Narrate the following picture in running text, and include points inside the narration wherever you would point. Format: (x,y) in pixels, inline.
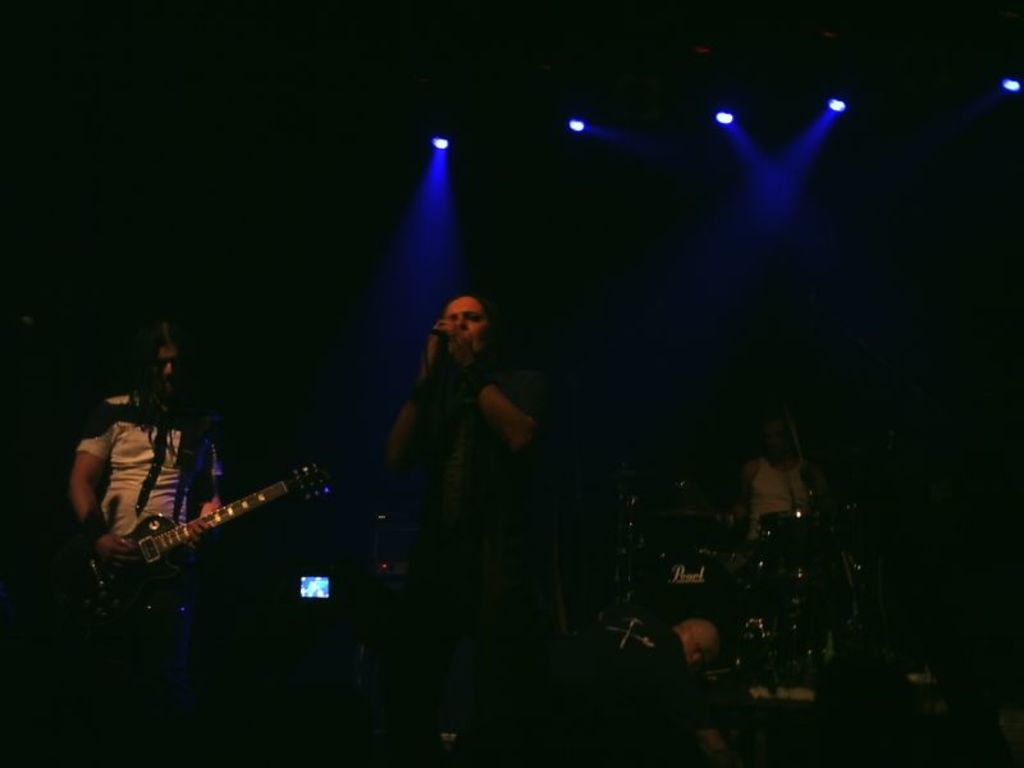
This is the image of a person (527,677) standing and singing a song in the micro phone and another man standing and playing the guitar (250,506) in his hand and another man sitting and playing drums (797,525) and at the back ground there are focus lights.
